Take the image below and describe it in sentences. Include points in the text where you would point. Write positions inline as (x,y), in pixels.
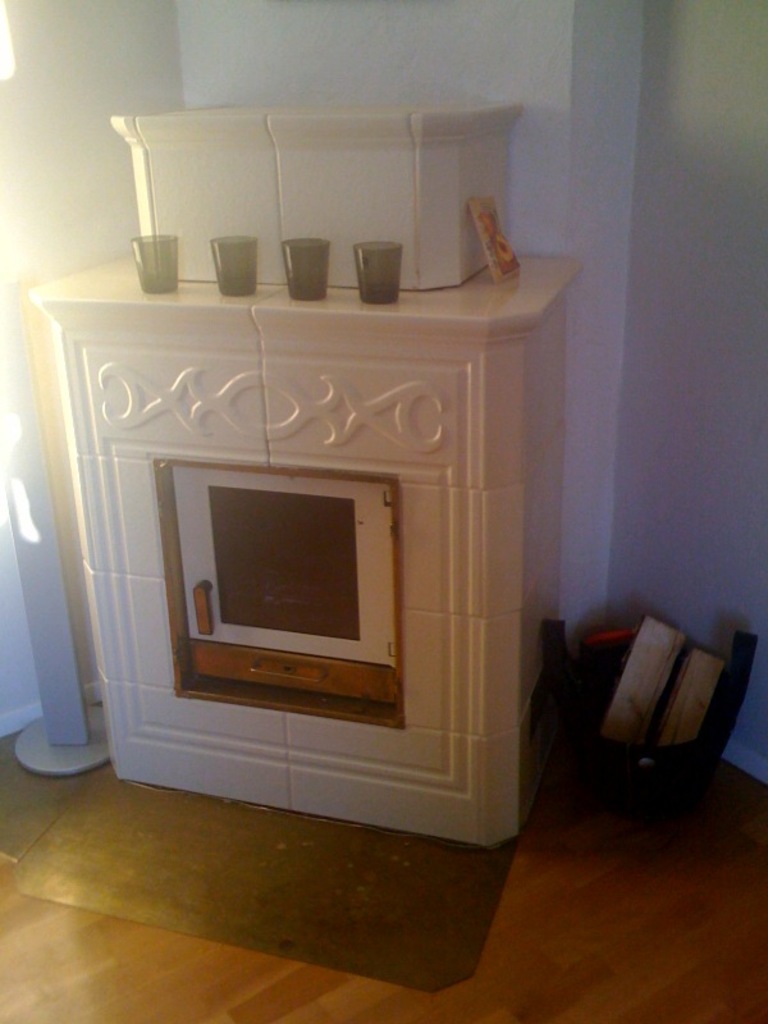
In this image we can see hearth (188,342). On that there are glasses (371,256). Near to that there is a basket (619,764) with logs (643,669). In the back (589,88) there is a wall (30,100).
